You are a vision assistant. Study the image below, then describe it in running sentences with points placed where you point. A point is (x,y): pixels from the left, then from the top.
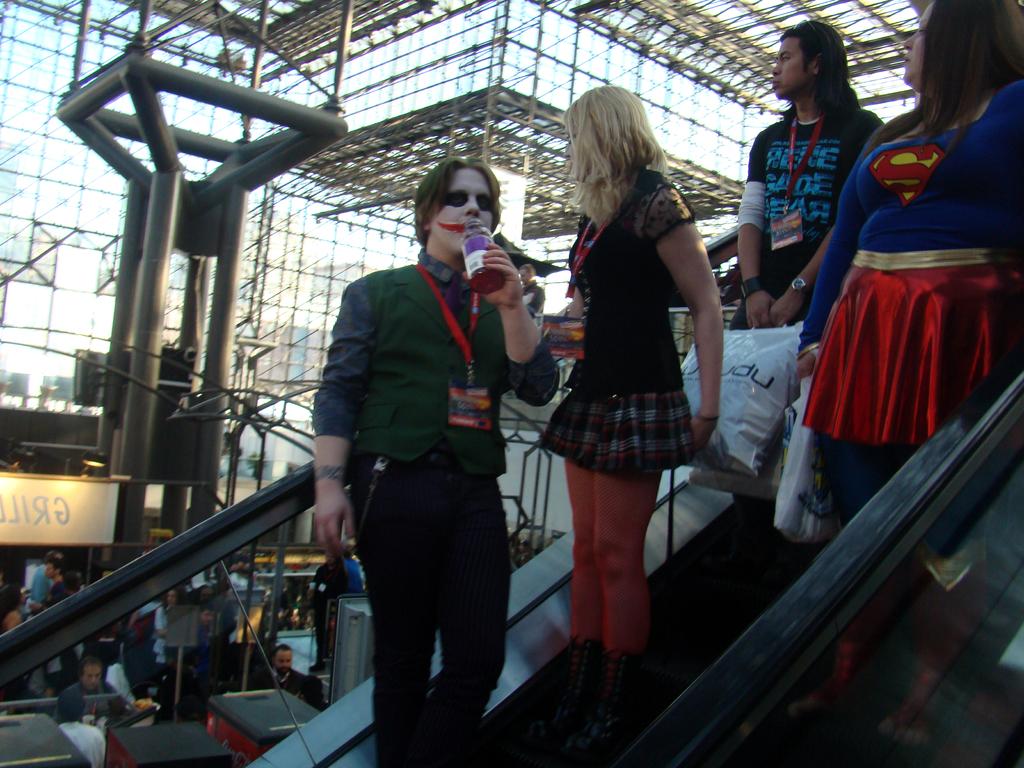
In front of the image there are a few people (453,439) holding some objects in their hands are standing on the escalator (86,608), behind them there are a few people (21,606) shopping in the shopping mall (161,525), behind them there is a glass wall (90,227) and a rooftop (701,15) with metal rod pillars (153,225), at the top of the shop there are name boards (79,532) and there are some objects (212,698).
